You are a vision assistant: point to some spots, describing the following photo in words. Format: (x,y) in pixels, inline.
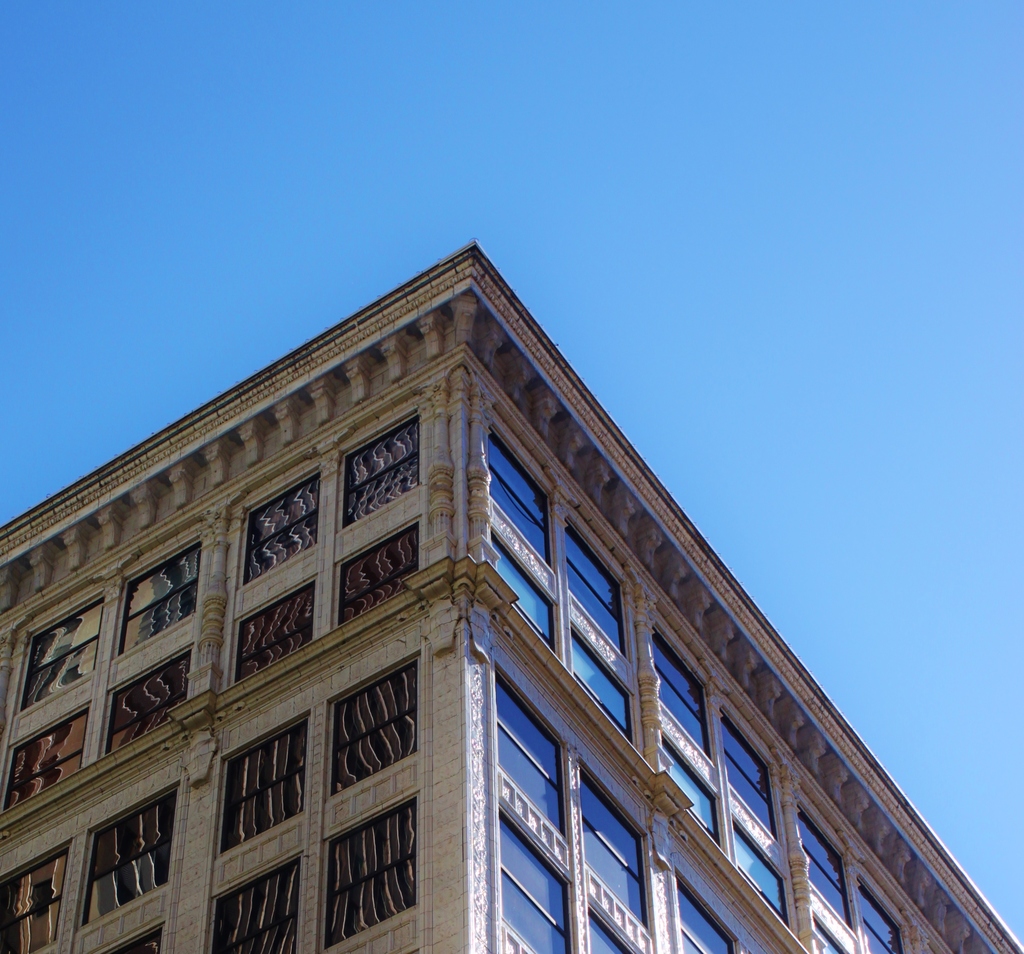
In the picture I can see a building (455,752) which has windows (403,898). In the background (511,205) I can see the sky (484,189).
